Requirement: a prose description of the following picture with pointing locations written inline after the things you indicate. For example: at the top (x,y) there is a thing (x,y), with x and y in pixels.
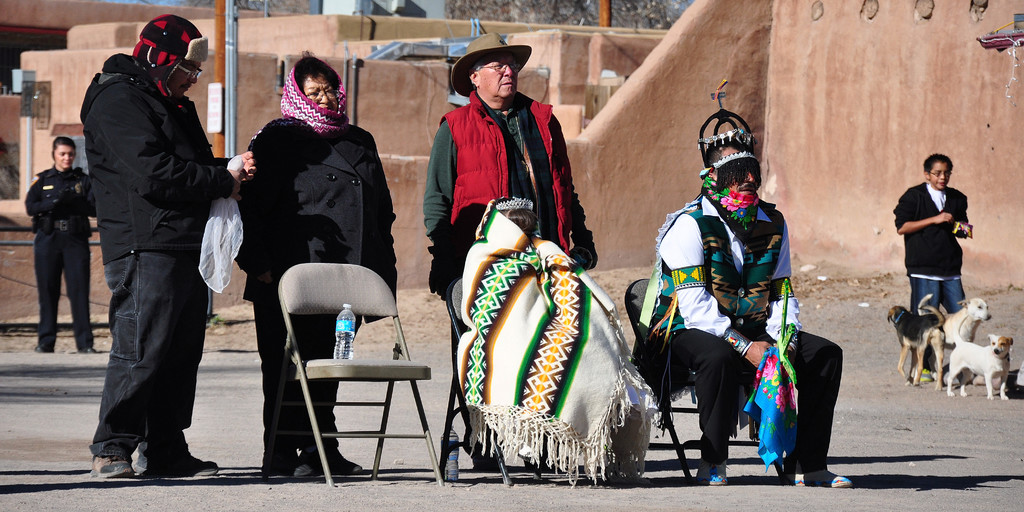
In this image there are five persons (268,183) standing, there is a person (145,262) holding an object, there are two persons (566,320) sitting on the chair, there is a water bottle (343,342) on the chair (356,381), there are three dogs (946,342) towards the right of the image (964,349), there is a wall (922,96) towards the right of the image (911,105), there are pipes (232,61), there is a board (212,106) attached to the pole (215,151), there are walls (383,79) behind the persons (438,135), there is a road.
